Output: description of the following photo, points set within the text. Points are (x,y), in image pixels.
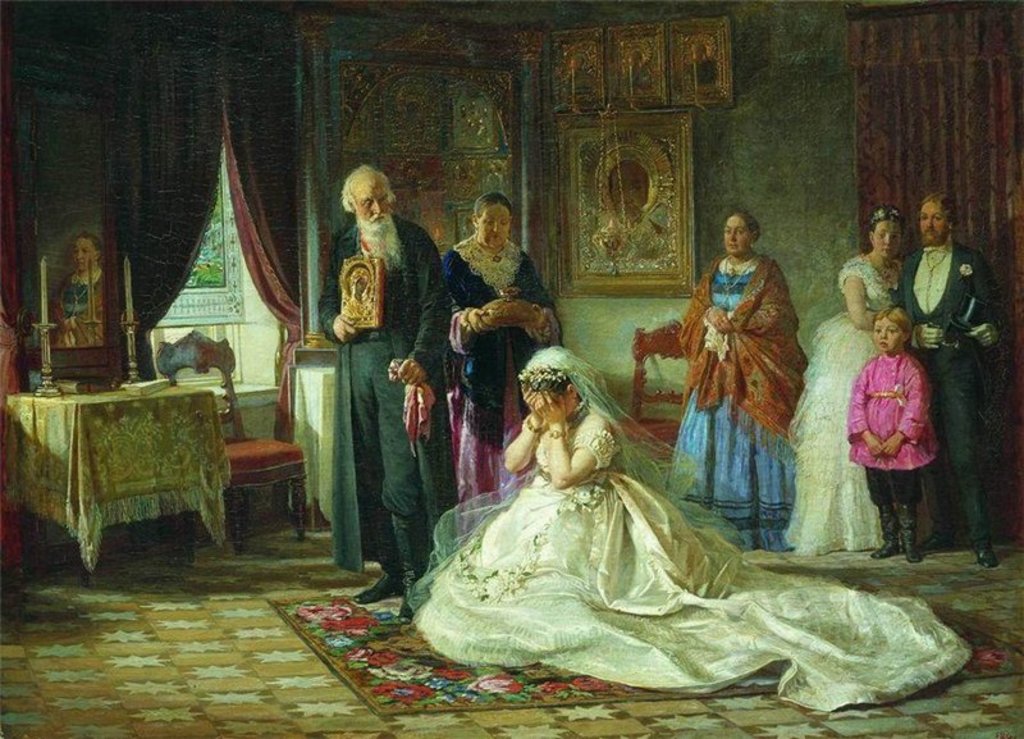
In this image, we can see a group of people (818,367) wearing clothes (407,346) and standing in front of the wall (764,119). There is a person (550,442) in the middle of the image (520,479) hiding her face (561,398) with hands (545,403). There is a table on the left side of the image (155,438) covered with cloth (82,457) and contains candles (47,336) and photo frame (108,299). There is a chair (170,348) beside the window (218,309).
